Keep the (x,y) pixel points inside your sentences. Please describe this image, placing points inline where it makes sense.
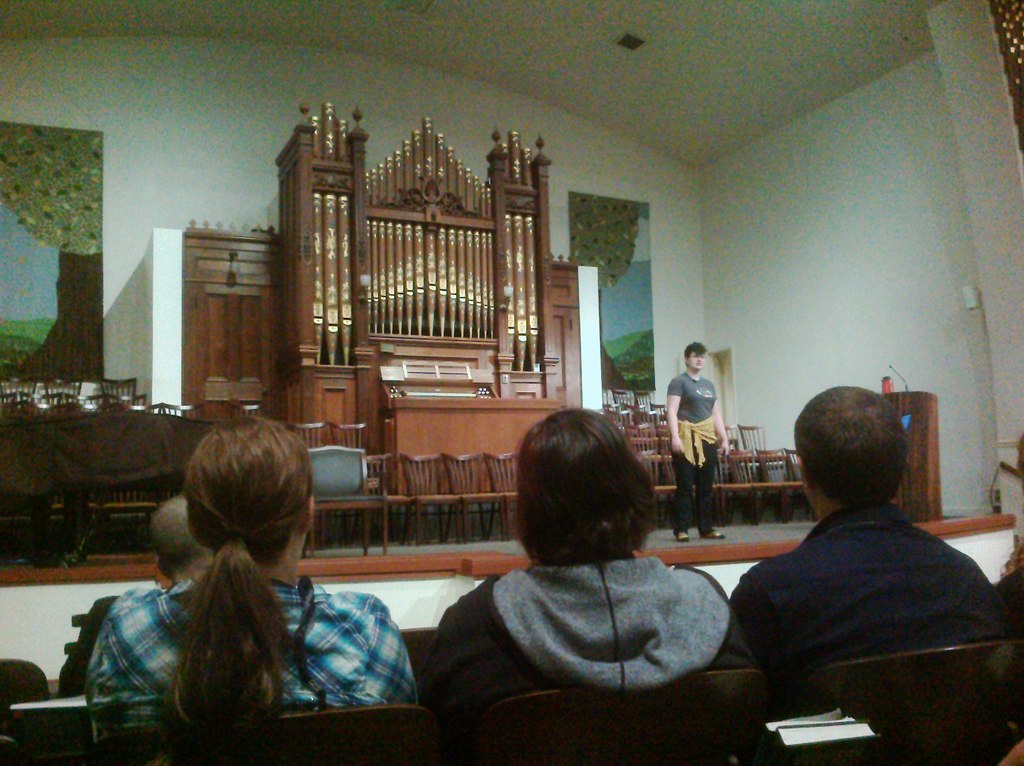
In this picture I can see few people (220,480) in front (546,613), who are sitting on chairs (58,722) and in the background (26,618) I can see the platform (54,621) on which I see a person (687,505) who is standing and behind the person (685,469) I can see number of chairs (343,437) and few brown color things (349,245) and I can see the wall (33,67) on which there are pictures (630,292). On the right side of this picture (914,501) I can see a podium (915,411).
